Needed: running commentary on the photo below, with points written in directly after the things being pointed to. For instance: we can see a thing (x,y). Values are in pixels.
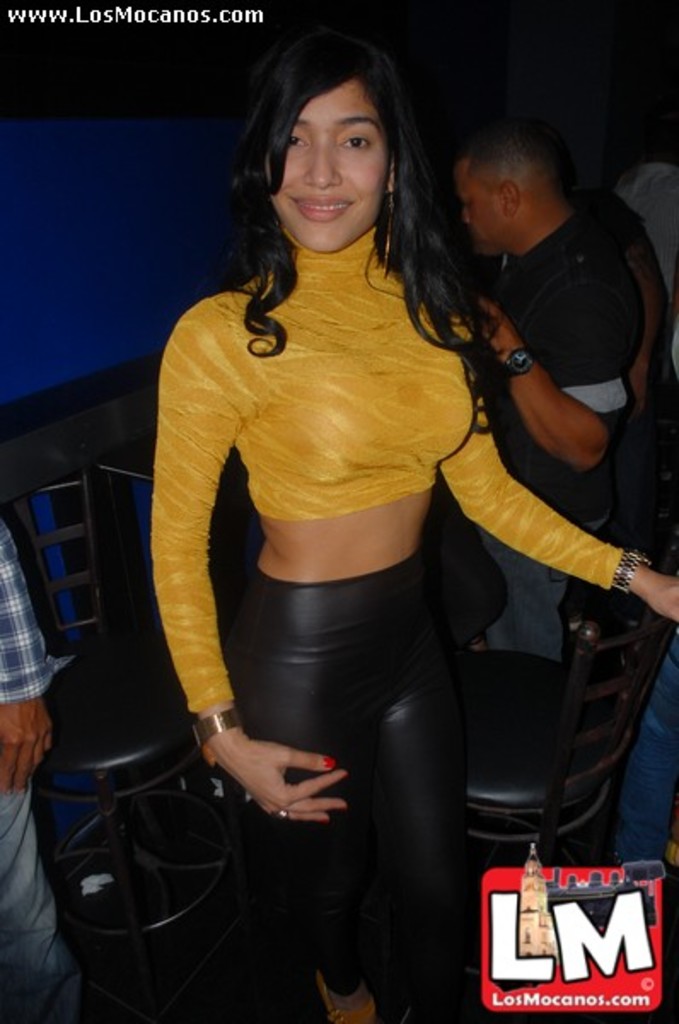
In this image we can see a lady (299,284) is standing and she wore a yellow color dress (304,509) and a watch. On the right bottom side of the image (584,916) we can see a logo (563,967).
